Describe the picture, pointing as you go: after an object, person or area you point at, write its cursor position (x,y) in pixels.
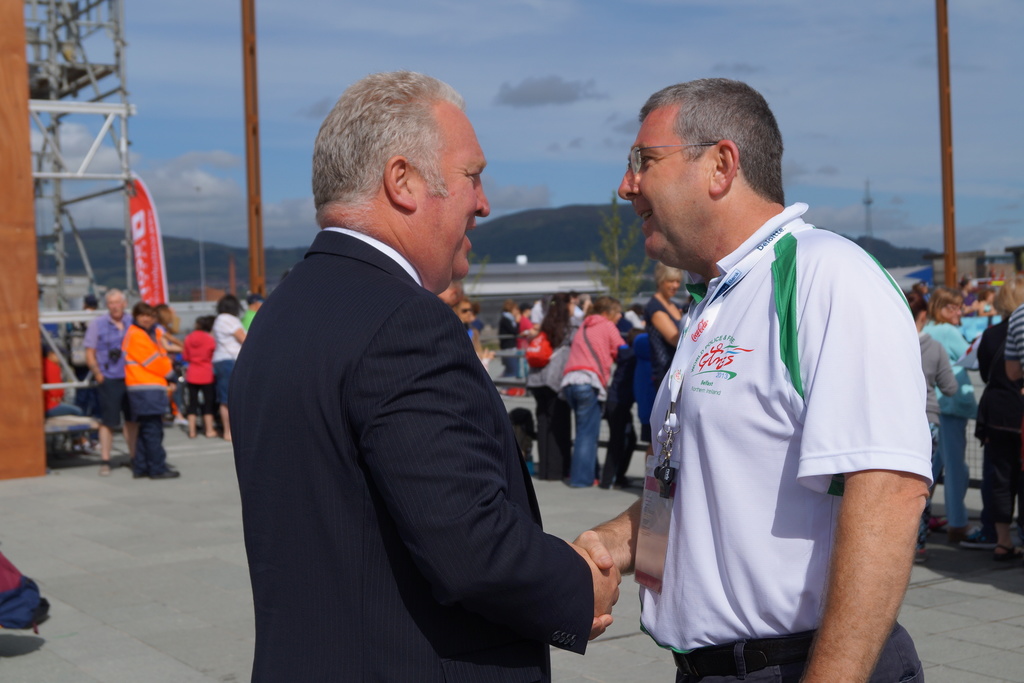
In this image there are two persons (788,266) standing and handshaking each other, and in the background (594,365) there are group of people (929,338) standing, hills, sky (910,34).
